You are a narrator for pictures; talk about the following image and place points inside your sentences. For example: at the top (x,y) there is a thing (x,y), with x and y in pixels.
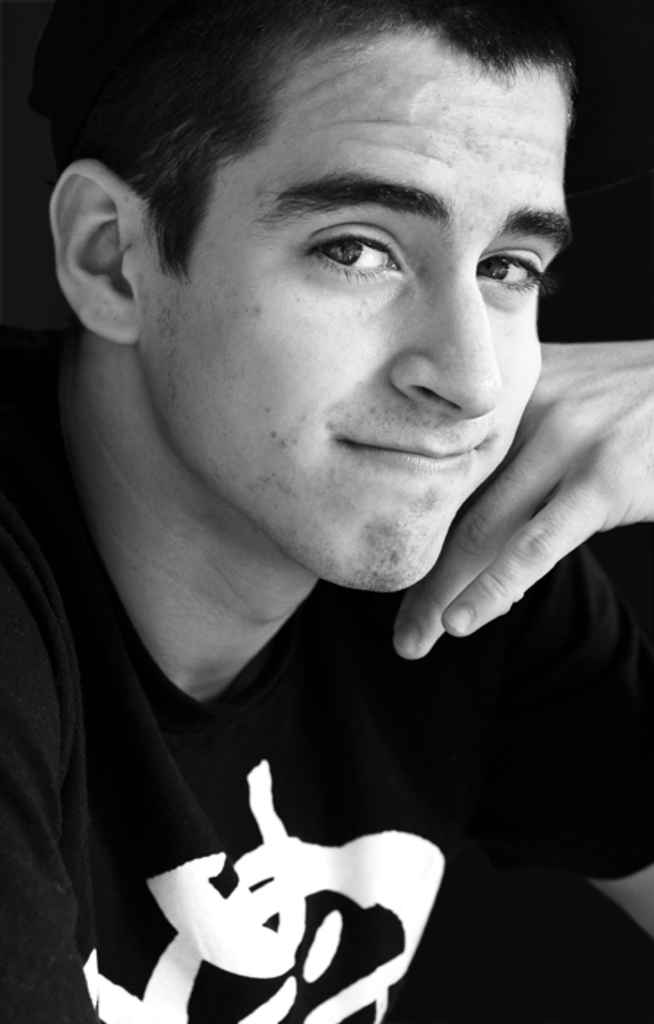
This is a black and white image. Here I can see a man (145,809) wearing a t-shirt (429,737), smiling and giving pose for the picture.
